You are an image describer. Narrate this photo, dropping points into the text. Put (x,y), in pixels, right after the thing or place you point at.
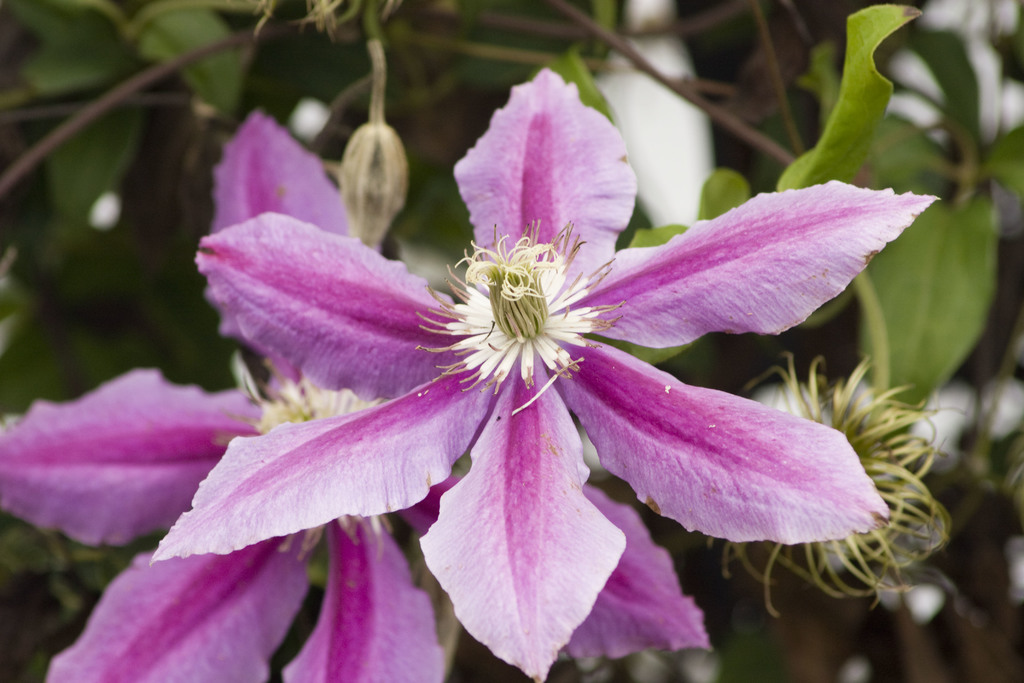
In this picture we can see flowers (572,353), leaves (963,205) and stems (776,67).
